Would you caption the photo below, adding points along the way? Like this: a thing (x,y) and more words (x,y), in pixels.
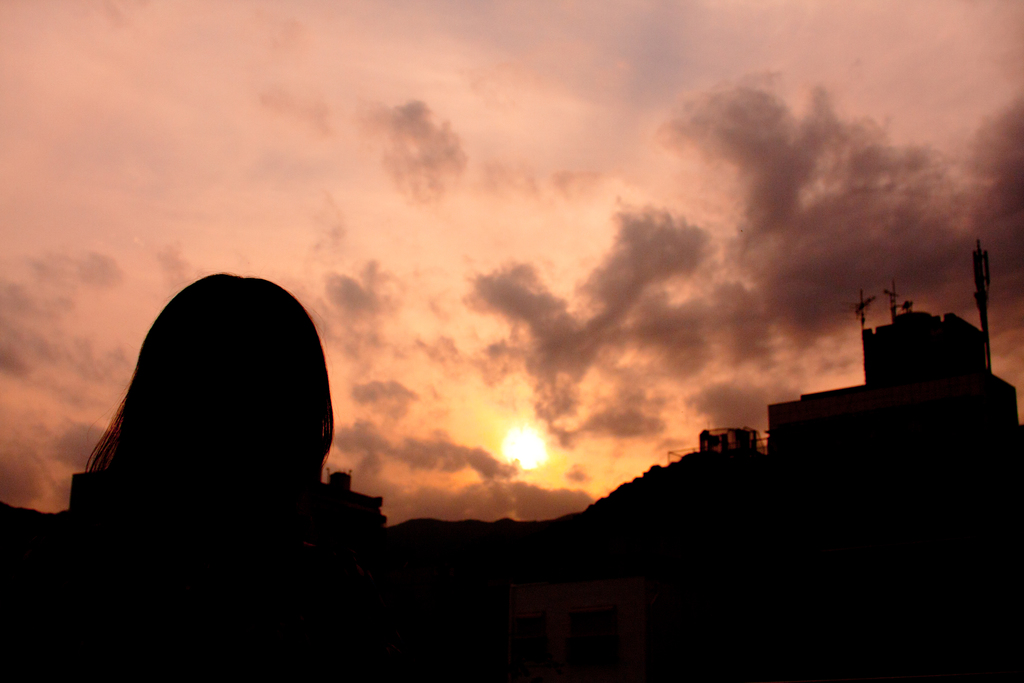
In this image in the foreground (271,489) there is one person (313,555) and there are some houses (866,501), buildings (781,510) and mountains (606,510). And in the background (385,248) there is sky (508,397) and sun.
